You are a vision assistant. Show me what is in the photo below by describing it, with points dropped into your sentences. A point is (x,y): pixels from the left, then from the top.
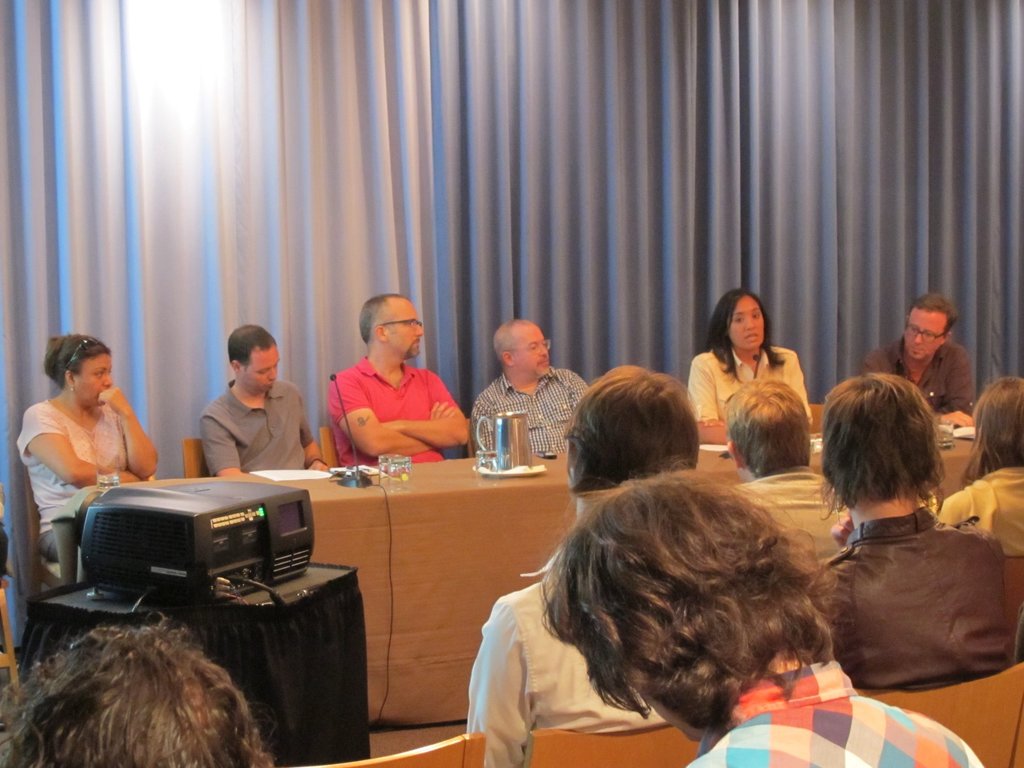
As we can see in the image there are curtains (658,207), few people (660,375) sitting on chairs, a projector (188,519) and a table (440,499). On table (424,505) there is a mug (509,462) and plate (539,467).
